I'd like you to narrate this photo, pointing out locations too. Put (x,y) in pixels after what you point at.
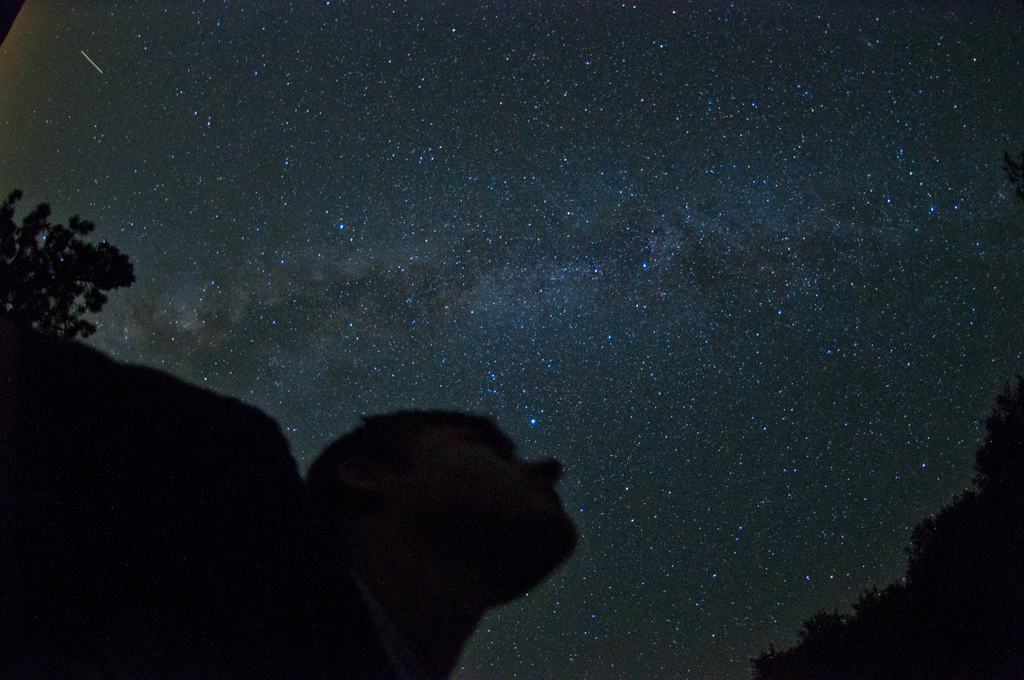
In this picture there is a person (361,575) and there are trees (73,289) on either sides of him and there are stars (622,267) in the sky (566,246).
